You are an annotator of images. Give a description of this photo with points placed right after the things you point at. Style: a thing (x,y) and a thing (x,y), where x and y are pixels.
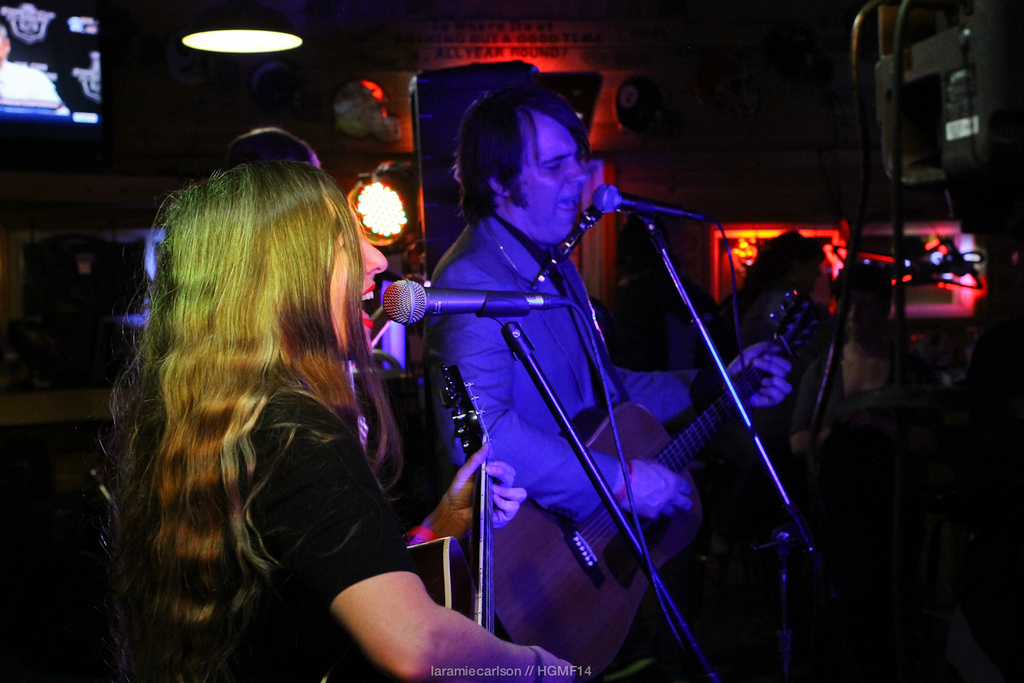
A woman (486,649) is singing on a microphone (417,320). She wear a black color T-Shirt (348,502) beside her a man (497,392) is also singing with that He is playing guitar (610,457). He wear a coat (573,375) behind them there is a light (376,213) and If you look at the left side of an image (108,101) there is a T. V (89,96).
